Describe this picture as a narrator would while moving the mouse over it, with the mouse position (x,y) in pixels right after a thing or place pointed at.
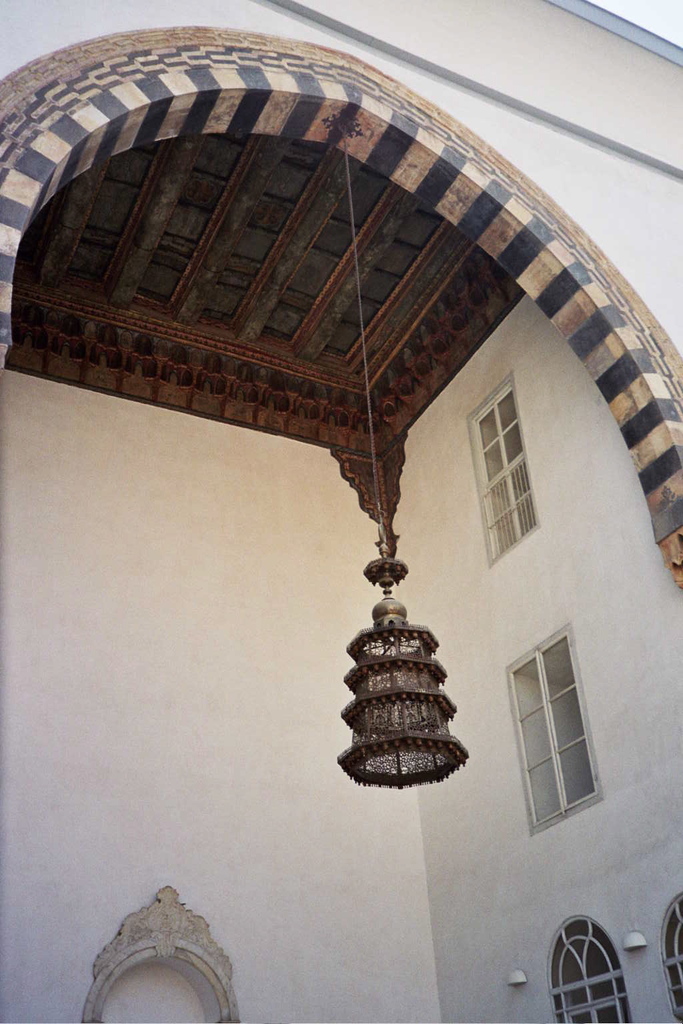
In this image there is a lamp (409,705) hanging from the roof (422,362) of a building (429,147). There are few windows (670,955) to the wall (538,844). Right bottom there are few lights (638,943) attached to the wall (543,916).
